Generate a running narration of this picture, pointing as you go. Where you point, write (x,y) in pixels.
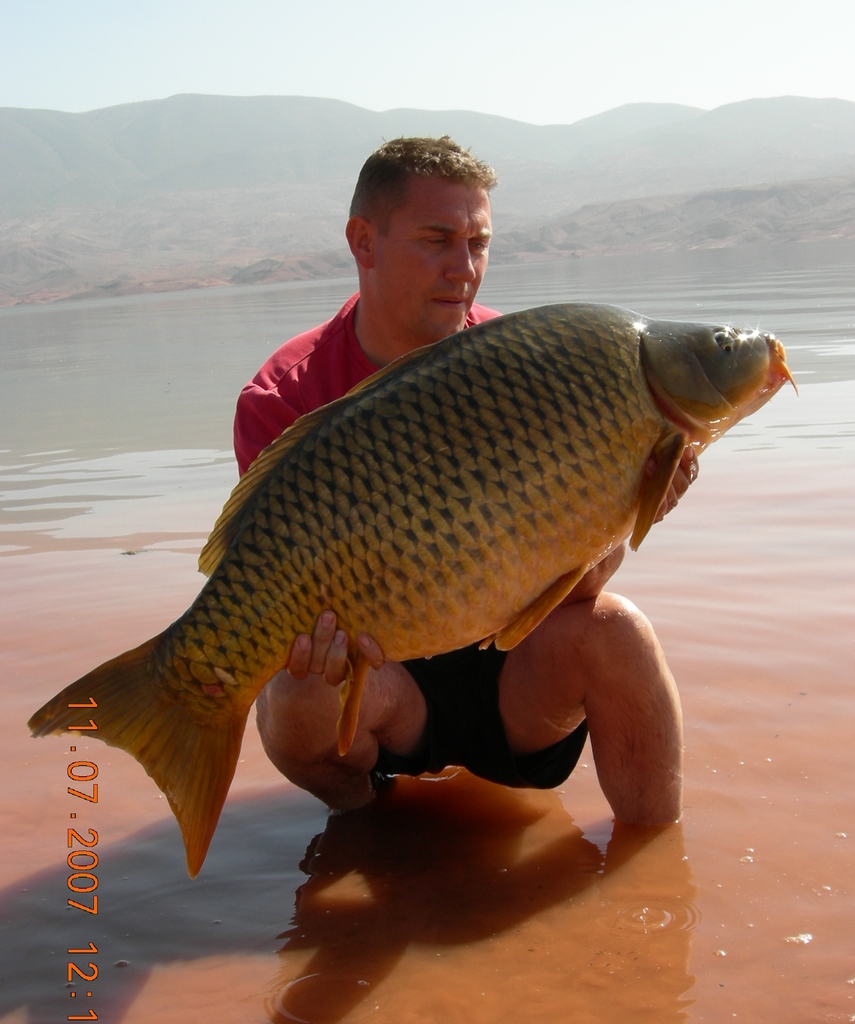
This person (366,321) is holding a fish (439,462). Here we can see water (129,429). Far there are mountains (39,142).
